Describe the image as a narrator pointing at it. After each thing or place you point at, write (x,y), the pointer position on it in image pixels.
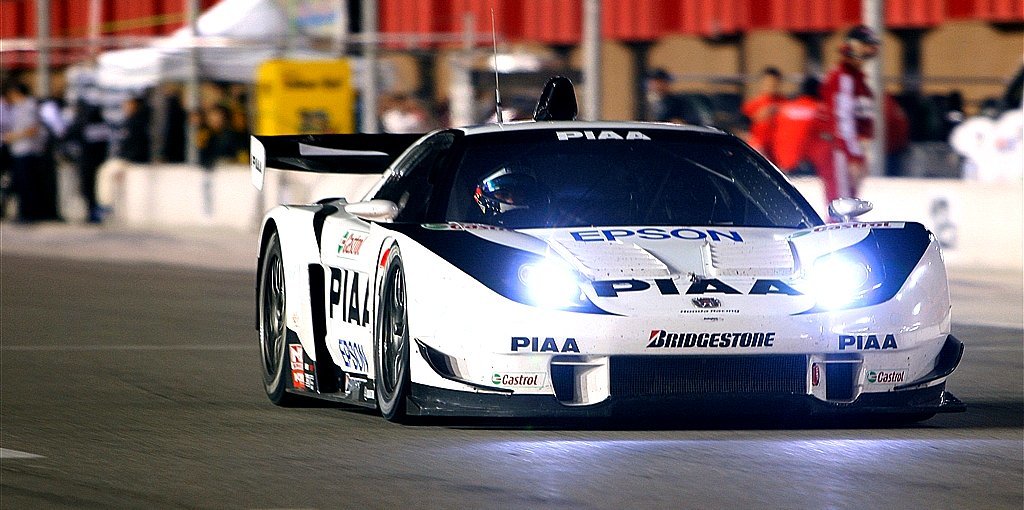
In this picture there is a car (621,301) on the road (737,486) and there is a person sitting inside the car (494,260) and there is text (662,285) on the car (579,242). At the back (712,66) there is a building (774,55) and there are group of people (56,174) and there is a tent (260,15) and there is a board (301,78) and there is text (318,73) on the board (318,73). At the bottom (22,365) there is a road (239,331).
